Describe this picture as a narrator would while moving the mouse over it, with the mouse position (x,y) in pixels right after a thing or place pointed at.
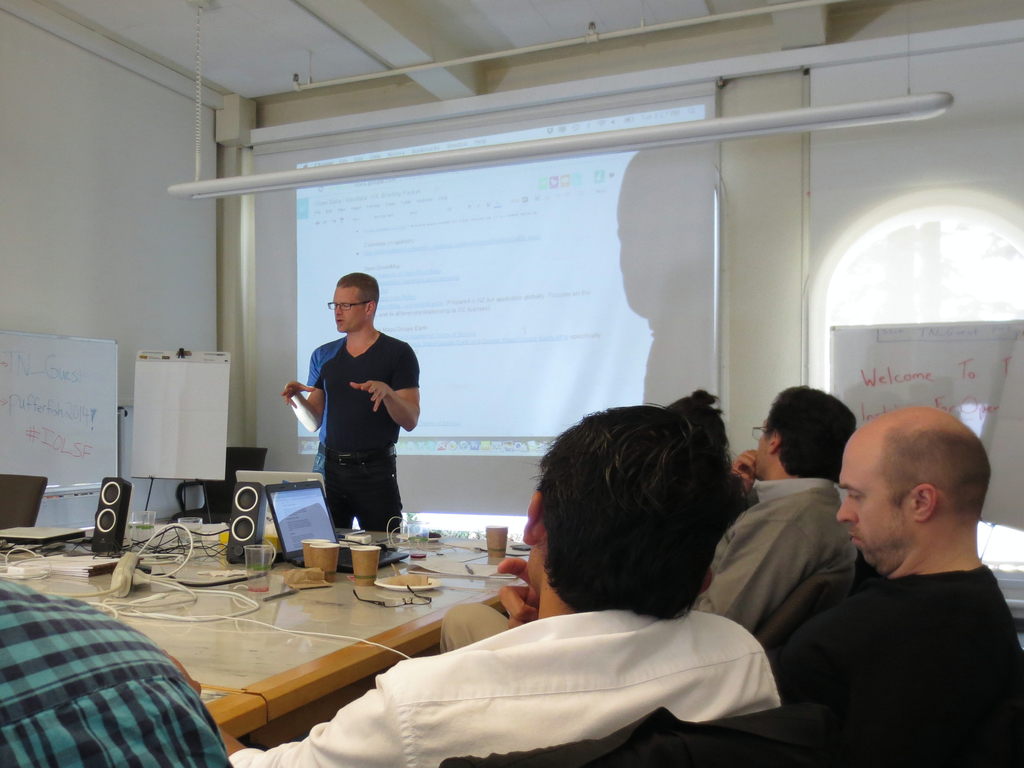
This picture shows an inner view of a meeting room (597,438) and we see a projector (290,263) and people (540,499) seated on the chairs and we see some glasses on the table (245,583) and a laptop (341,559) too.
